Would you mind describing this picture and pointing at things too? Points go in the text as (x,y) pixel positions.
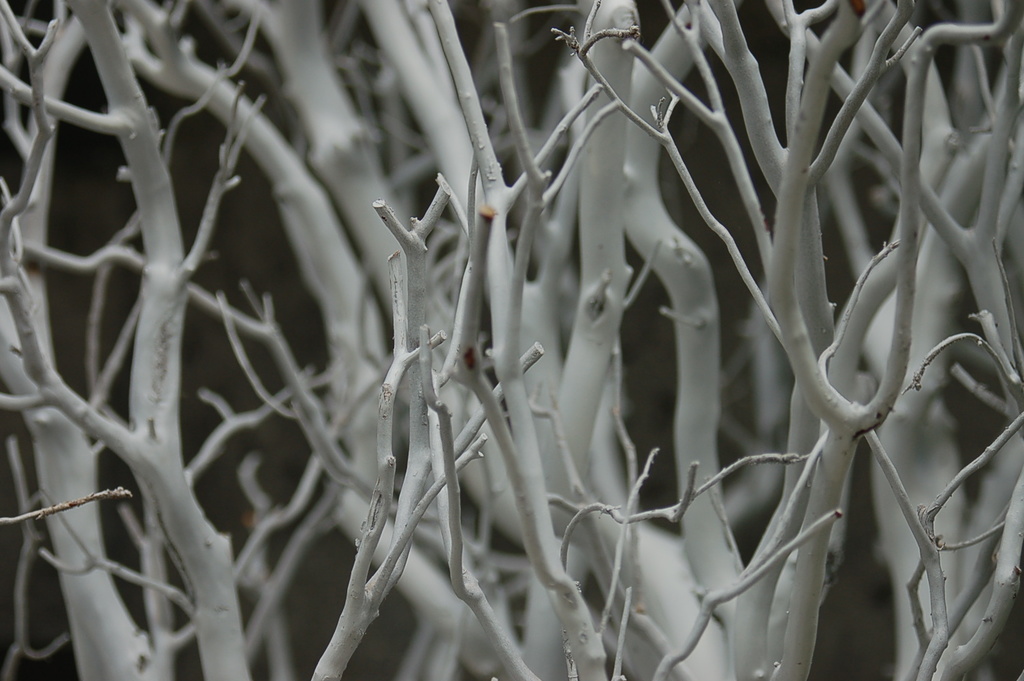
In this image we can see there are dry stems (525,367) of a tree (619,509).
